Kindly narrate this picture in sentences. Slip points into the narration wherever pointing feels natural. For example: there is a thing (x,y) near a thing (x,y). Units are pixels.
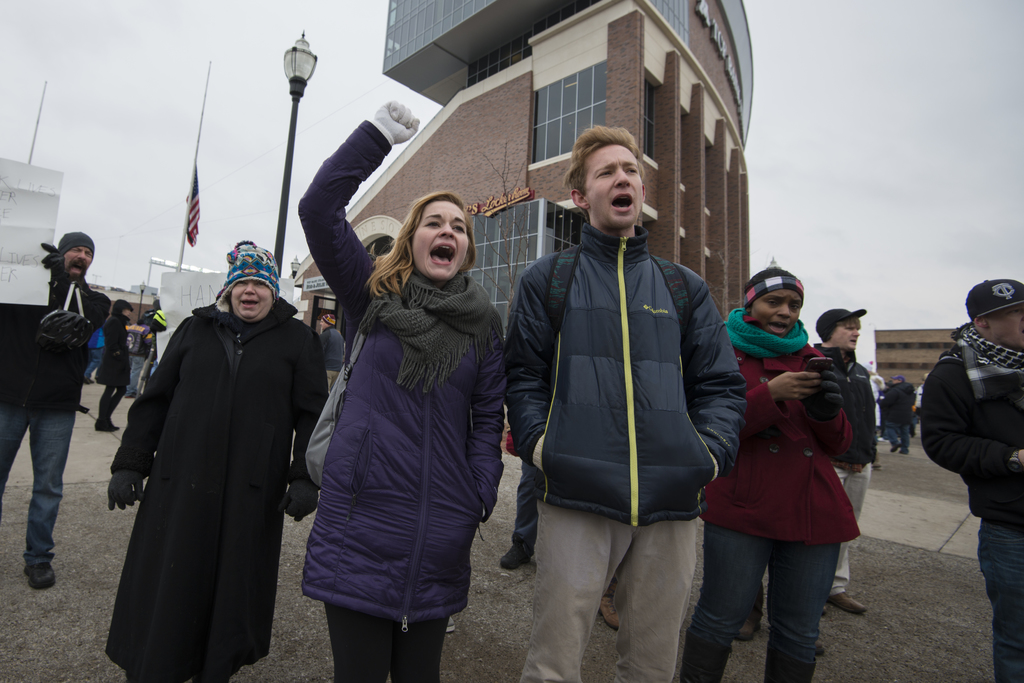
In this picture I can see some people (367,430) are holding boards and standing on the road (97,397), behind I can see some buildings (510,141).
